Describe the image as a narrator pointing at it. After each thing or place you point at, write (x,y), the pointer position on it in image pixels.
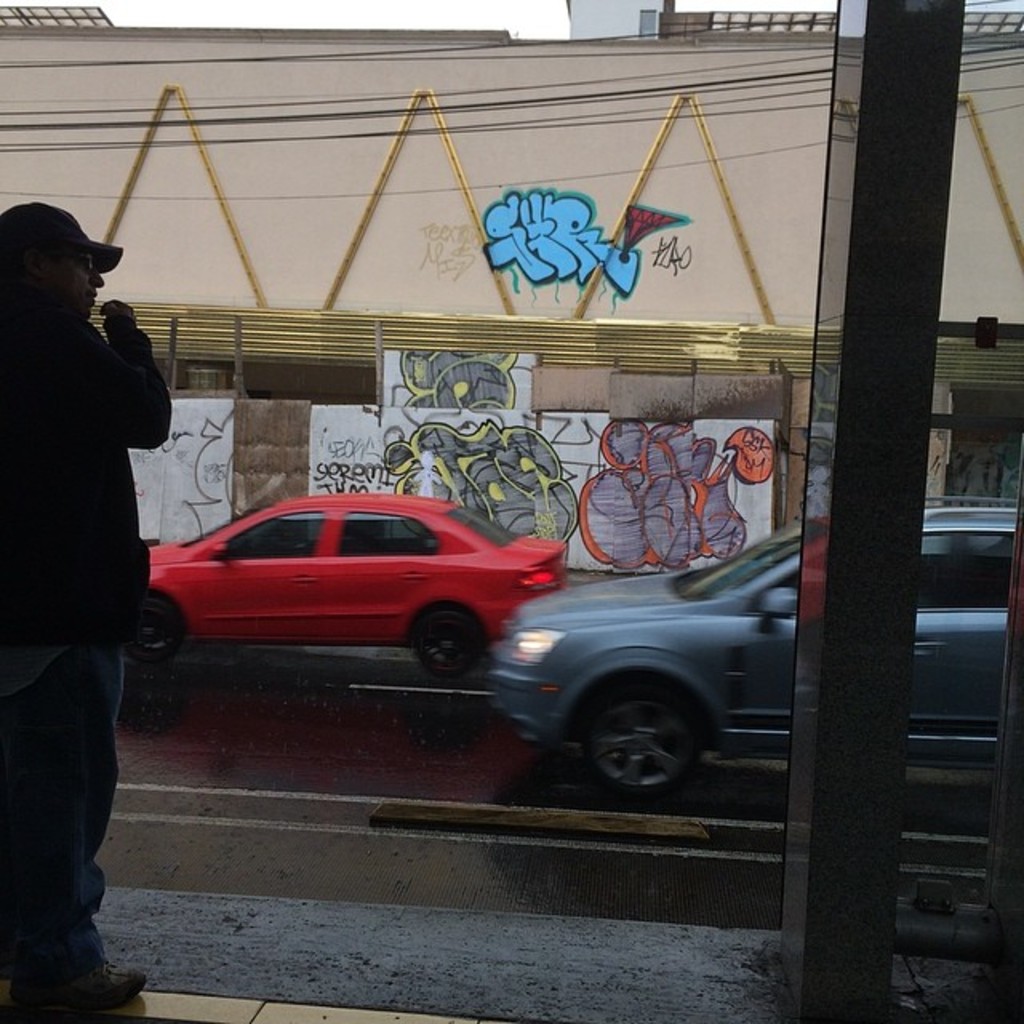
In this image in the front (75,545) there is a person (60,586) standing and there is a pillar (836,605). In the center (403,570) there are cars (413,620) moving on the road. In the background (368,241) there is a wall (436,369) and on the wall (436,369) there is a painting (621,439) and at the top (74,11) there are objects (53,18) which are brown in colour and there is a wall (607,20) which is white in colour and the sky (367,19) is cloudy.
